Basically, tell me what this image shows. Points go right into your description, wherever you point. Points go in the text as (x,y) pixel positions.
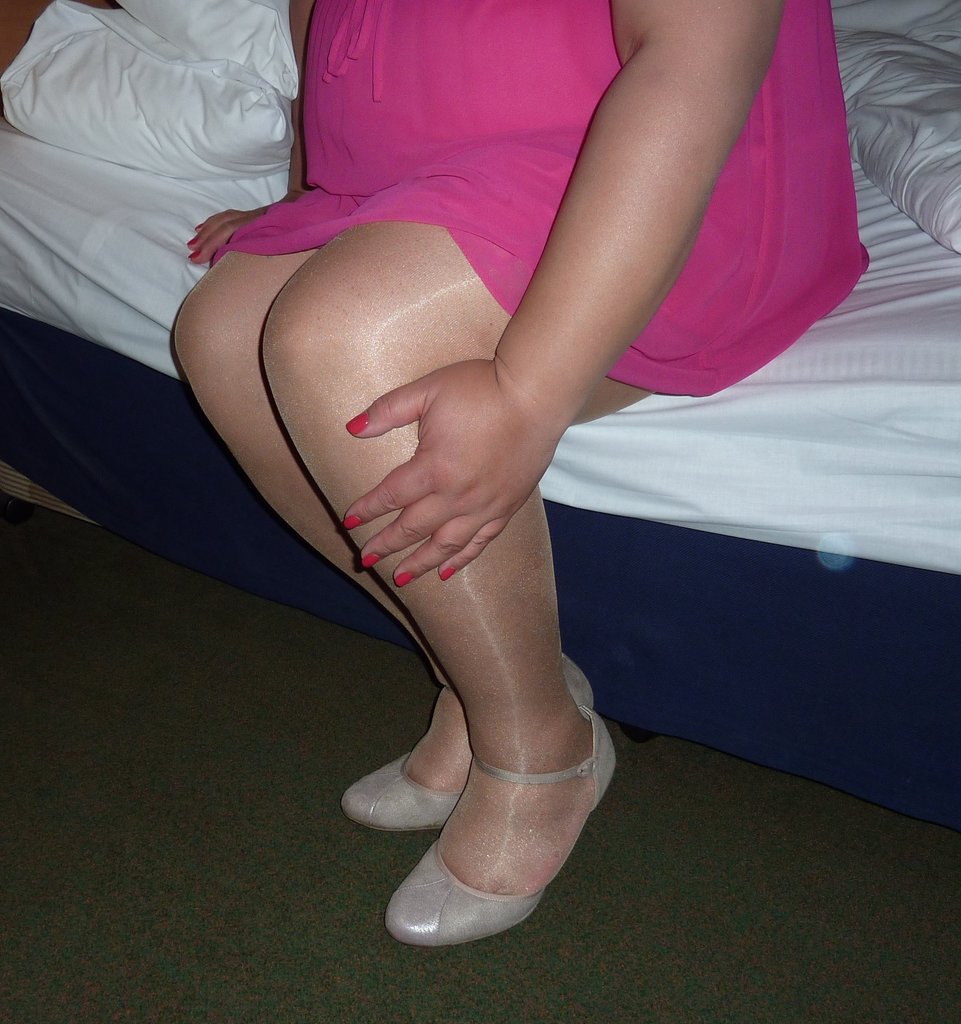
In this picture I can see a woman (467,180) wearing footwear (430,849) and sitting on the bed (857,463), we can see some pillows (177,85) on the bed (19,339).
